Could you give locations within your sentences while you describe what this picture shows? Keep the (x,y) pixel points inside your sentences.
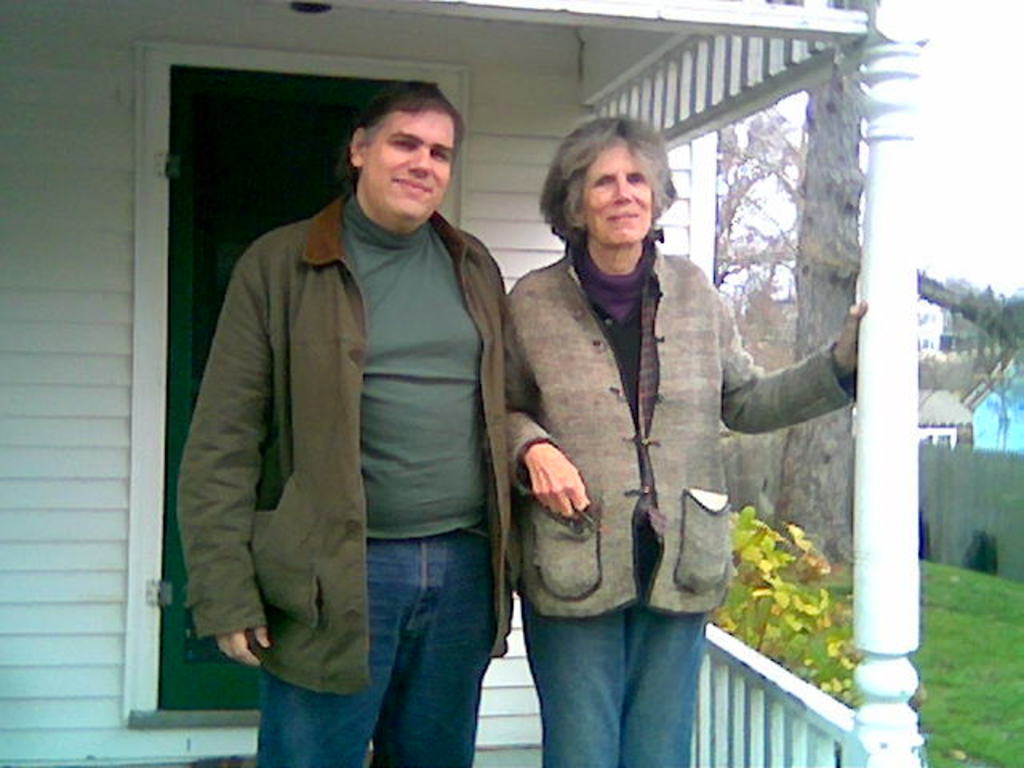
In this picture we can see two people (565,634) and they are smiling and in the background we can see buildings (708,702), trees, grass (1001,586), sky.
